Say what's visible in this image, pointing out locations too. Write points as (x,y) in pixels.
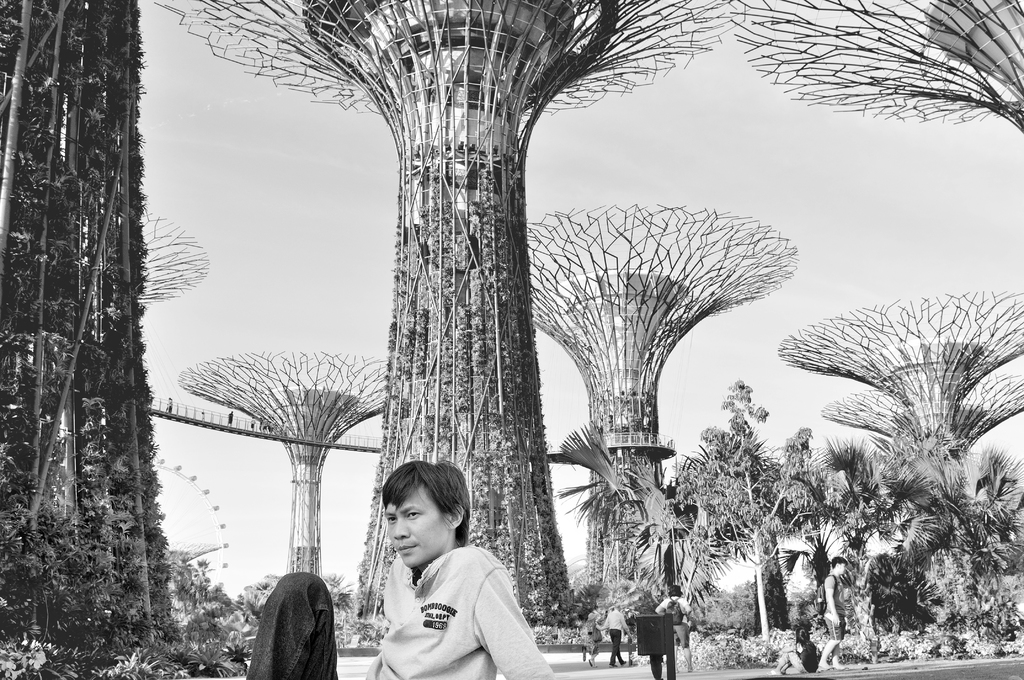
This is a black and white image. In this image we can see a person (416,582) sitting on the ground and some are standing on the ground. In the background (643,459) we can see trees (101,121), sky (264,481), plants (90,133) and poles (481,144).
